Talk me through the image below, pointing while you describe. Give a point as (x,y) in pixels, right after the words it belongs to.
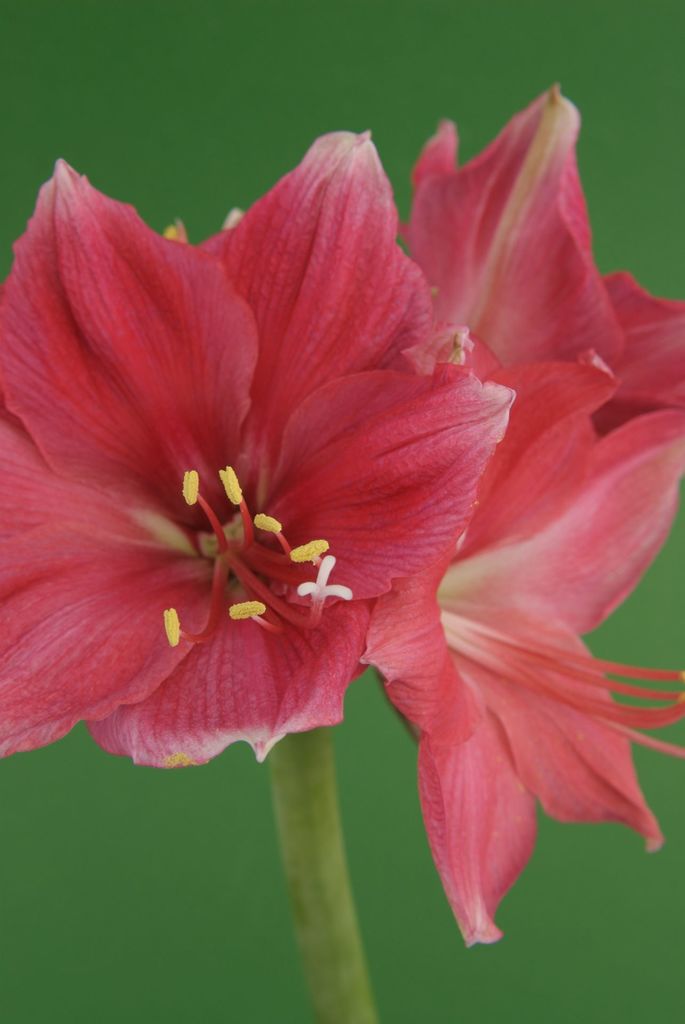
In this image we can see flowers (383,515) which are in red color.
